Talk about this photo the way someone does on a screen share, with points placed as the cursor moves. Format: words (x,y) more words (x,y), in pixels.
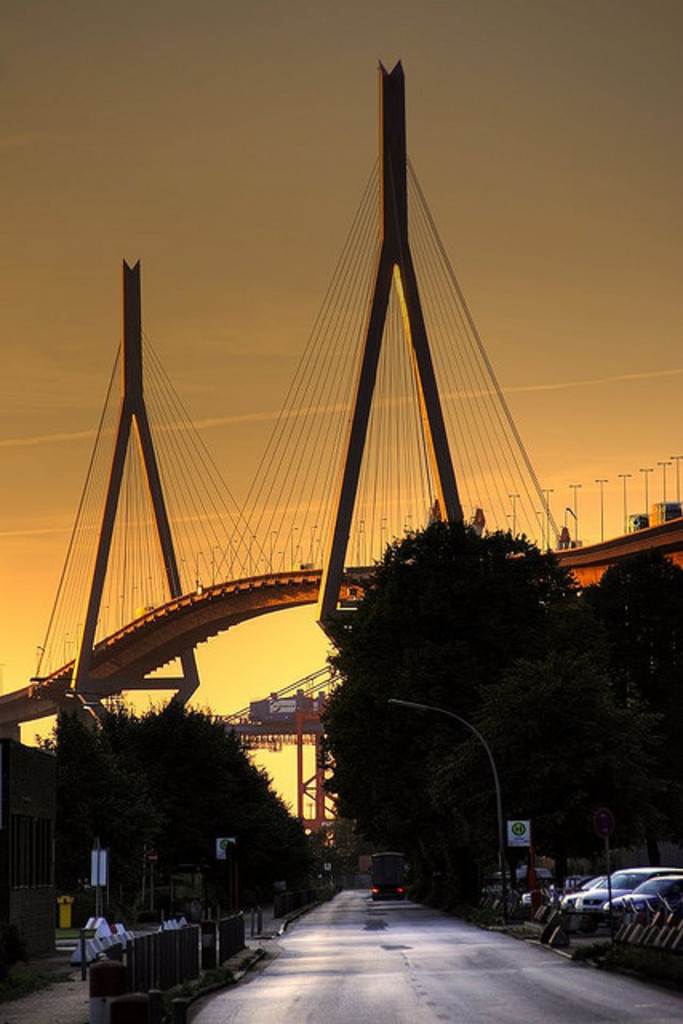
At the bottom of this image (344,985), there is a road (392,923), on which there is a vehicle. On both sides of this road (352,931), there are trees (368,737) and poles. On the left side (219,946), there is a fence (204,954). On the right side (619,886), there are vehicles (635,889) and a fence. In the background (331,532), there is a bridge (76,654), on which there are poles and there are clouds (62,351) in the sky (182,344).
